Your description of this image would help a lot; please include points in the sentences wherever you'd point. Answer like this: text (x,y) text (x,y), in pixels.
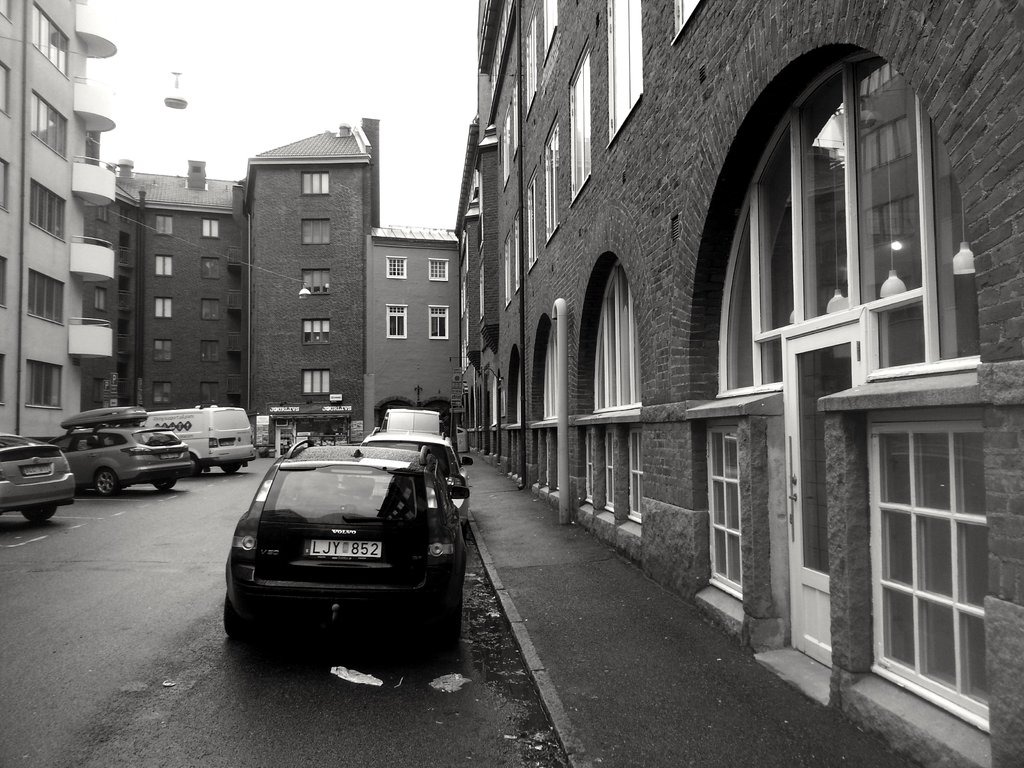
In this picture we can see vehicles (144,415) on the road (103,640), buildings (138,246) with windows (919,354) and in the background (131,131) we can see the sky (349,111).
